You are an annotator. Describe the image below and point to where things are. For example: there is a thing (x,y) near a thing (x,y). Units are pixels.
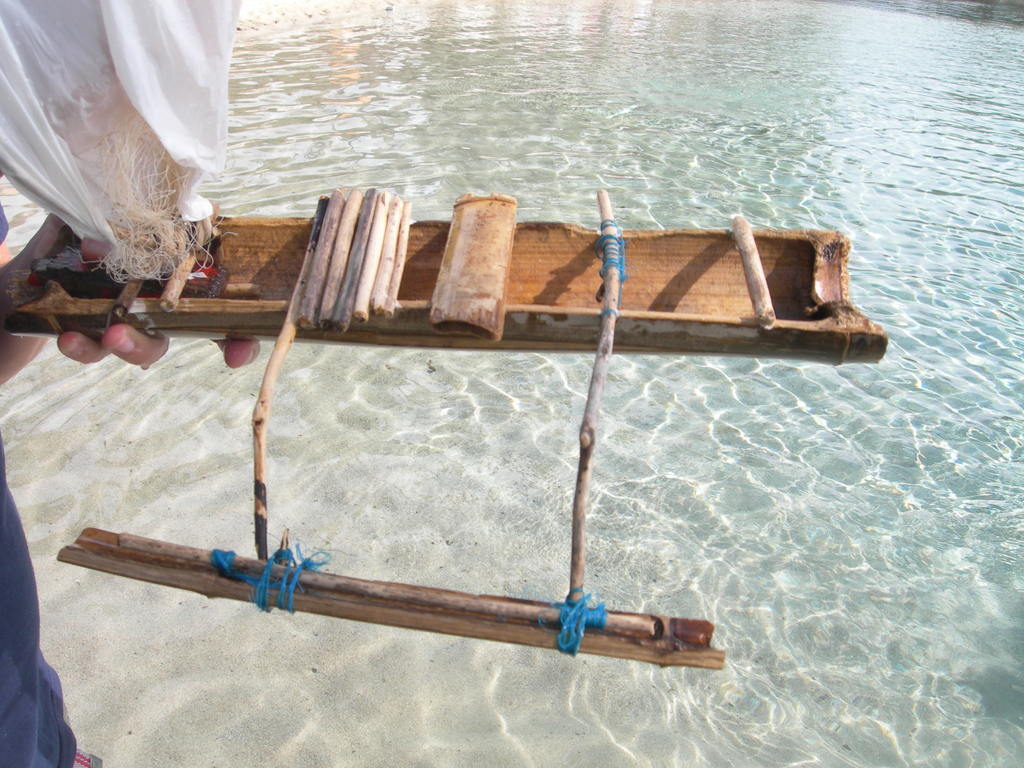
In this picture we can see a person (77,341) on the left side (31,585), this person (2,280) is holding a bamboo model boat (179,261), we can see water (861,538) at the bottom (864,597).
